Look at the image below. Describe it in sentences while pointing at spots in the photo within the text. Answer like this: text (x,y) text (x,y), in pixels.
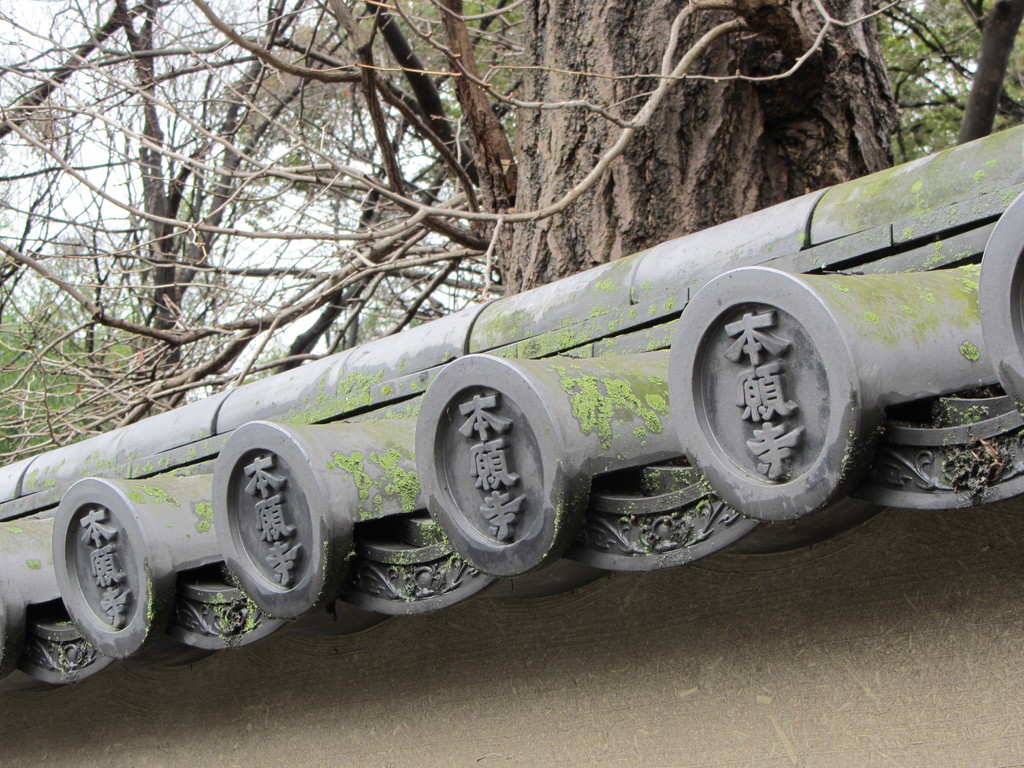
This image is taken outdoors. At the bottom of the image (432,670) there is a wall (335,706) with an architecture (695,478). At the top of the image (545,179) there are a few trees (151,282).
